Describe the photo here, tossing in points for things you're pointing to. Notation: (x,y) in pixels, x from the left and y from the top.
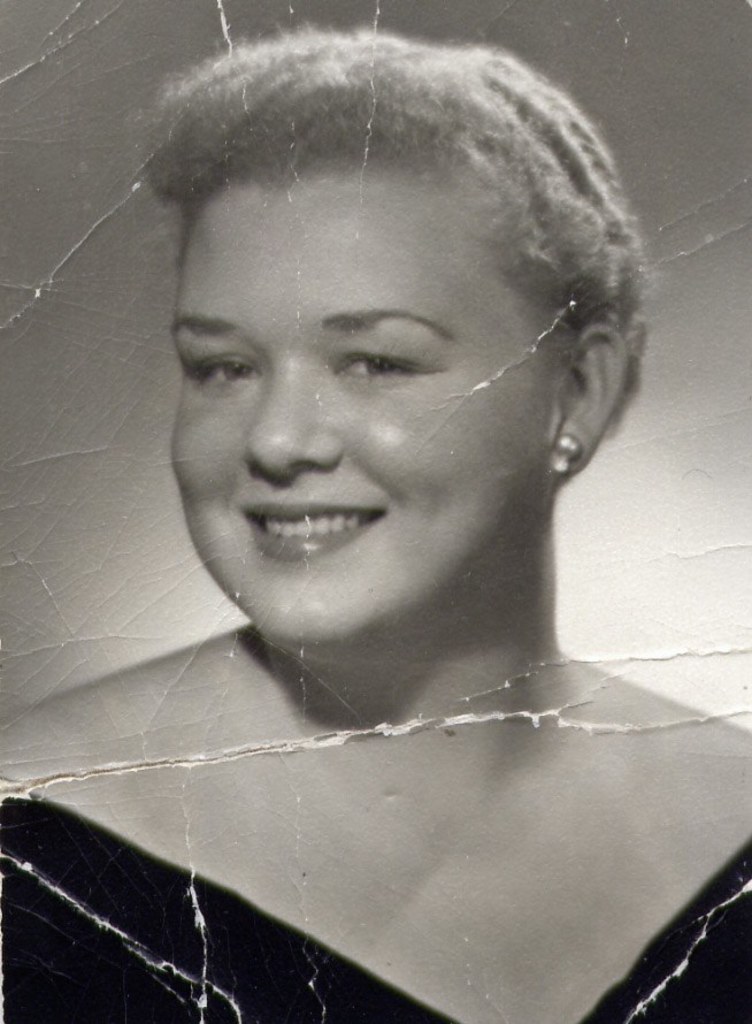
In this image I can see the person (493,436). The image is in black and white.
